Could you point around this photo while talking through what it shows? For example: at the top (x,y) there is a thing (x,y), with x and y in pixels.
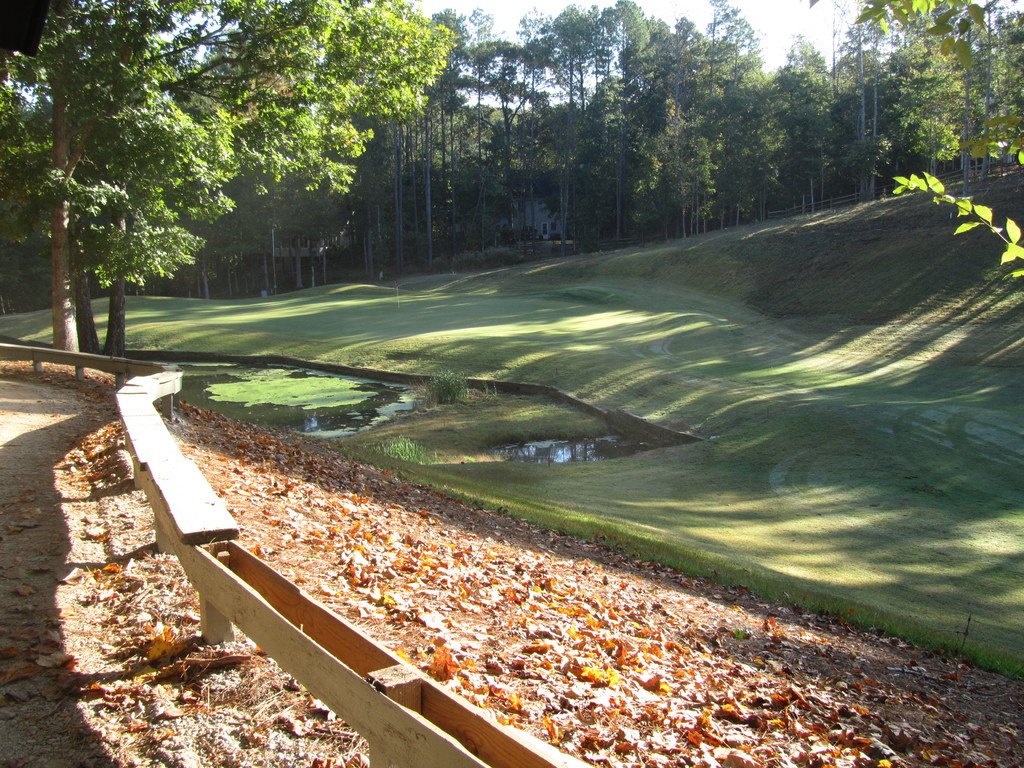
In this image we can see trees (581,218), grass (744,346), a pond (364,413), there are leaves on the ground (421,536), also we can see the fencing (292,654) and the sky (849,2).
